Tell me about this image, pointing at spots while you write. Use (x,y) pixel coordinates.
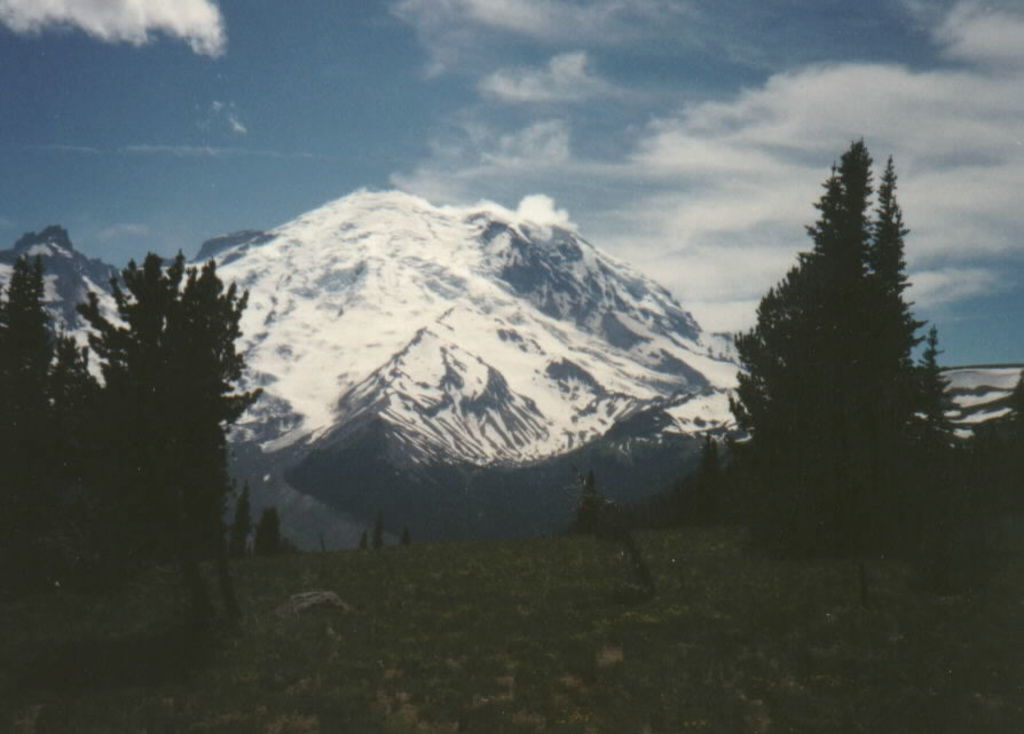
At the bottom of the picture (353,553), we see the grass (322,566) and the trees (857,471). On either side of the picture, we see the trees (854,418). There are hills (411,224) or the mountains (394,292) in the background (578,387). These hills (543,343) are covered with the snow (412,254). At the top (167,16), we see the sky (179,88) and the clouds (566,125).
